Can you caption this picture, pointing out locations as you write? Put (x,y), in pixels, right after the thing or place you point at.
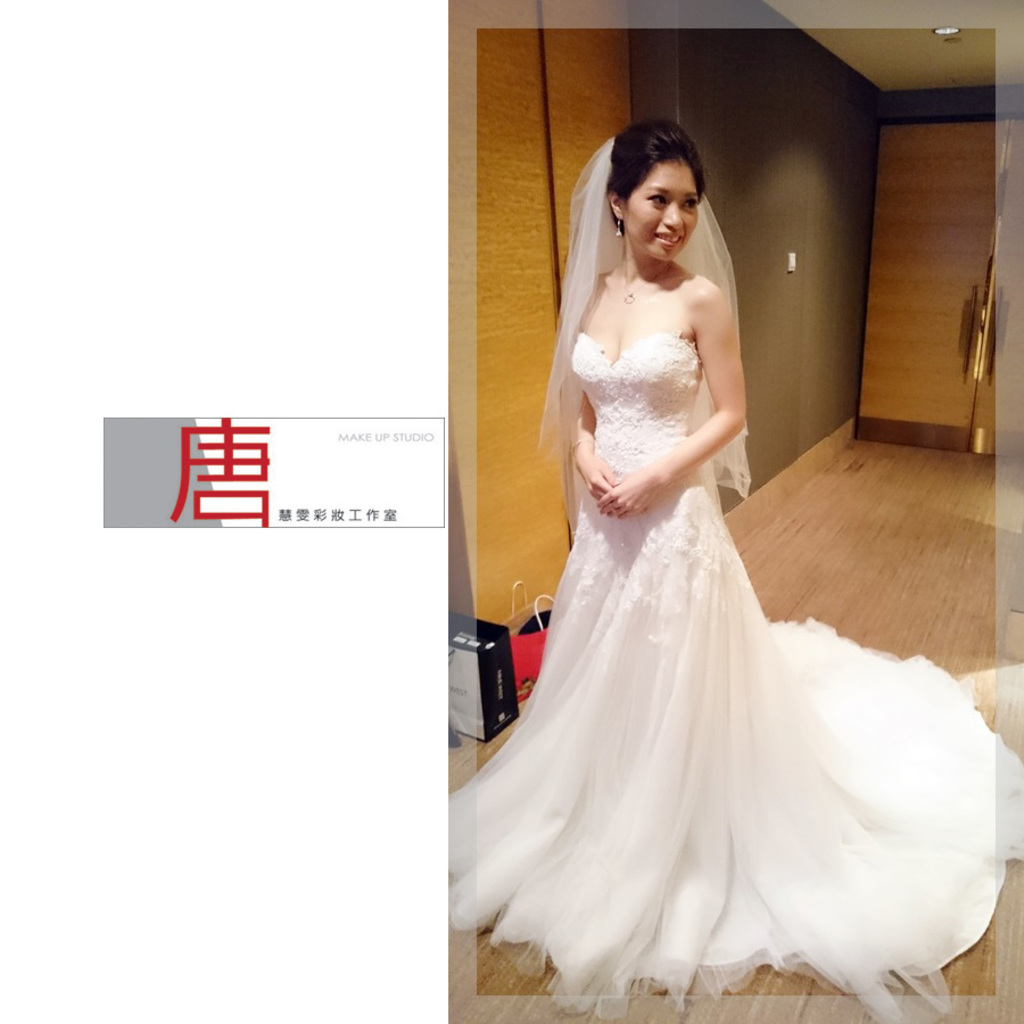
In the image there is a woman (664,383) in white bridal dress (787,642) standing on a wooden floor (835,569), beside her there is wall (648,67).
